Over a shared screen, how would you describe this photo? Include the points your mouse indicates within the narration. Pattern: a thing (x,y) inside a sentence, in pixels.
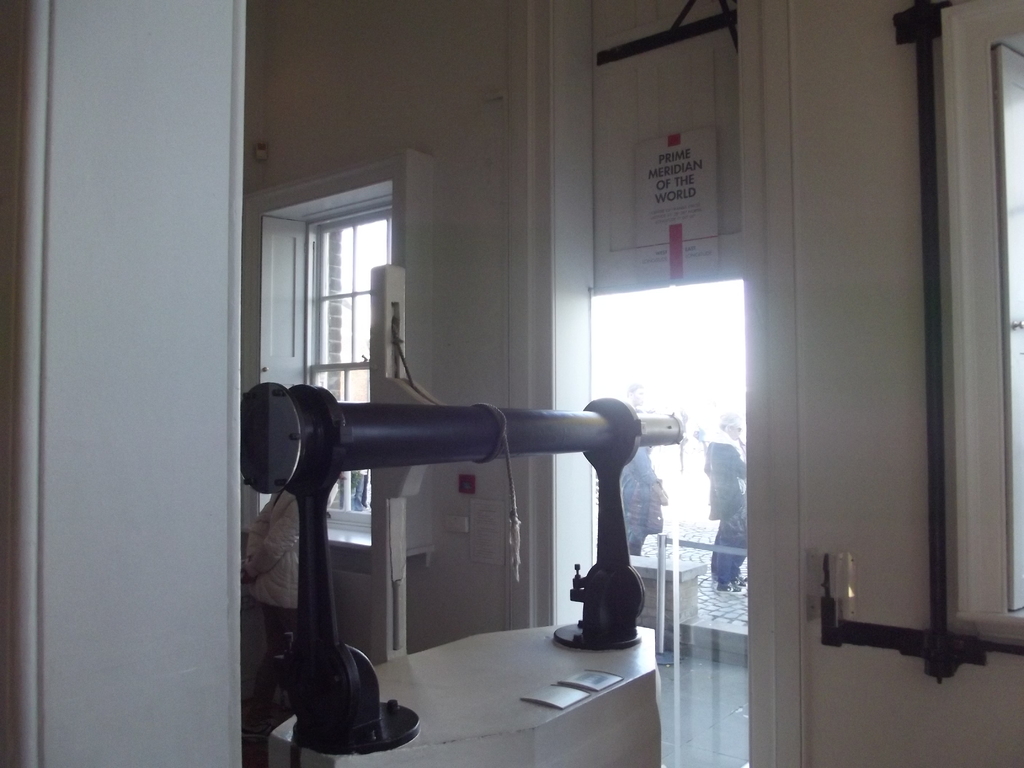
The image consists of a machinery (612,446) in the middle, it seems to be of a museum. It has window (348,309) on the left side (341,365) and a door (707,379) in the middle, outside the door (697,621) humans (732,490) are visible.
